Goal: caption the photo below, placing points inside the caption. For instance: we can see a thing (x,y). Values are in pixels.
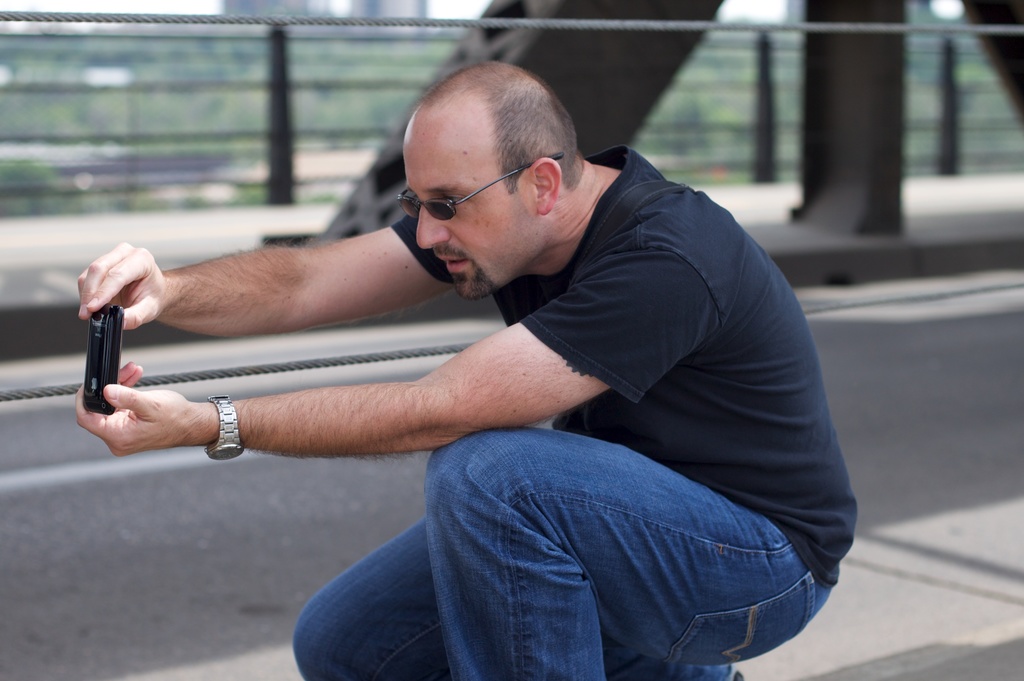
In this image I can see there is a person (193,315) holding a camera (99,313). And there is a road (24,382) and a wall (940,264). At the side there is a rope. And at the back (347,103) it looks like a blur.
